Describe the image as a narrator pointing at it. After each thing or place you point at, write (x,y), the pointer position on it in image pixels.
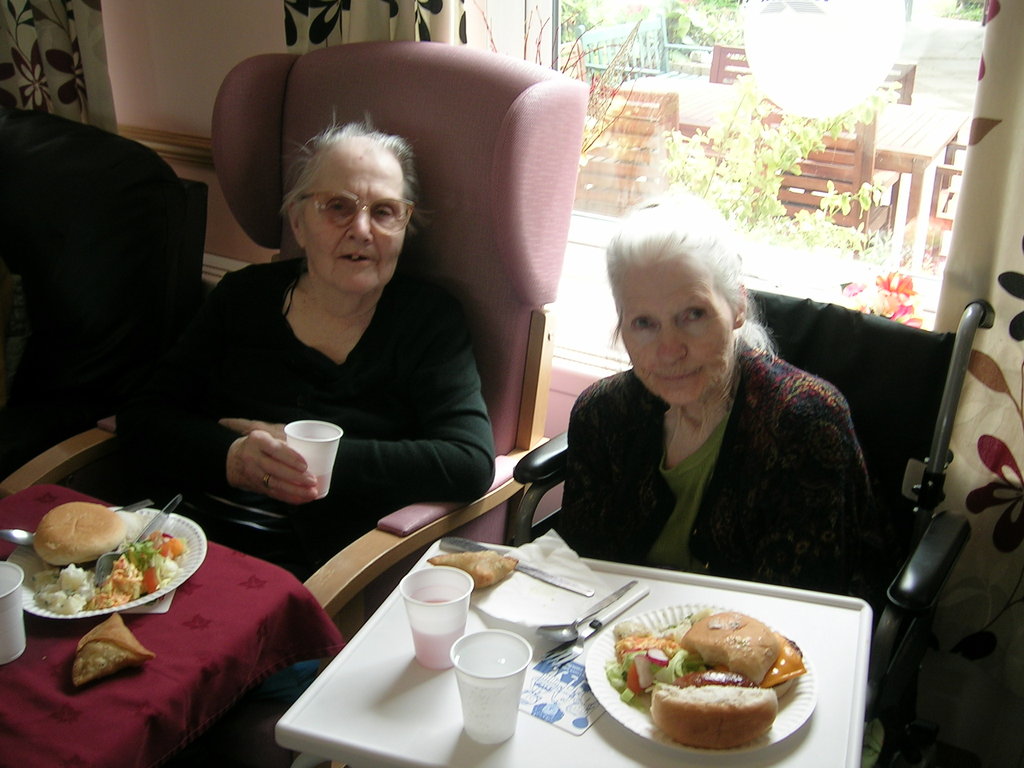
Here we can see two women (718,450) are sitting on the chairs (496,442). These are the tables (324,695). On the table (378,718) there are glasses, plates (609,690), and food (159,571). She is holding a glass (300,433) with her hand (286,498) and she has spectacles (351,195). On the background (651,68) there is a window (884,200). From the window (811,156) we can see plants (756,113) and this is wall (177,60).
